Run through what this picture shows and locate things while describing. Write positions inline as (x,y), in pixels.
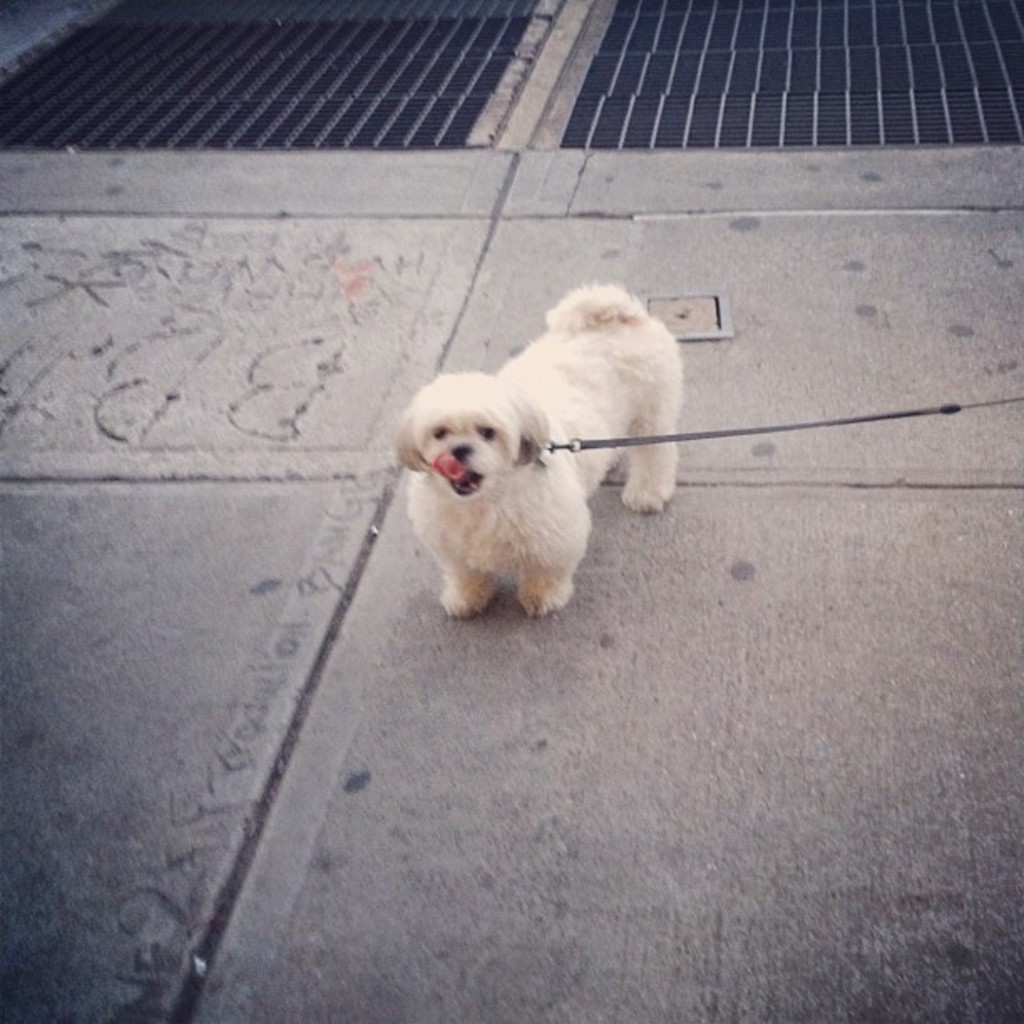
In this image I can see a dog (560,510) on the floor (516,686) or an object (680,710).
